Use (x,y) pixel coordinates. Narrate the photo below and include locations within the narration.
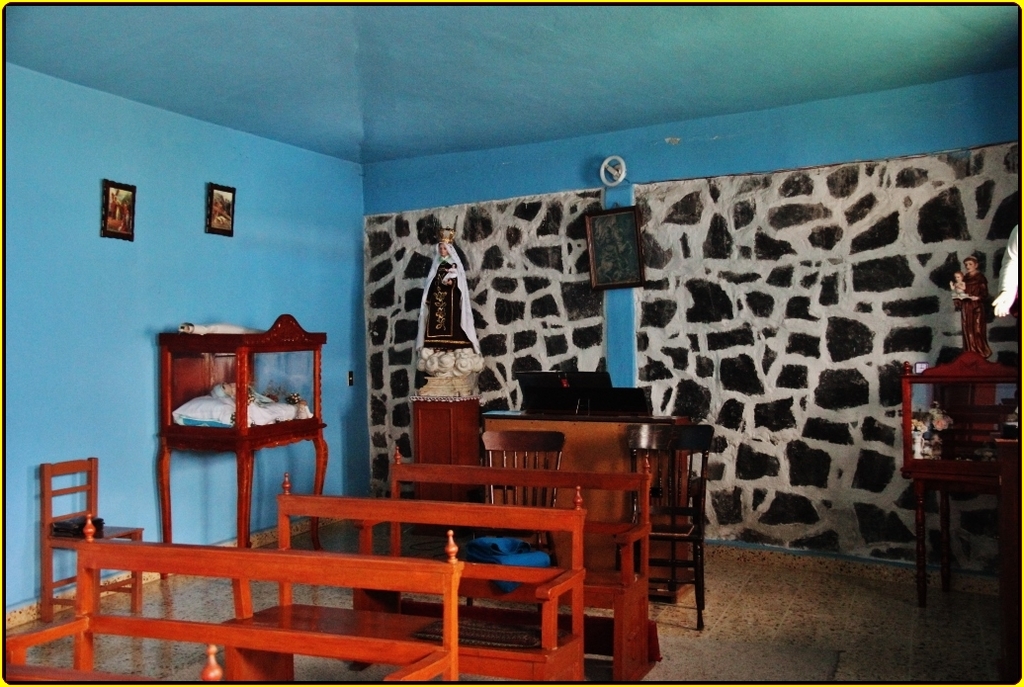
This is the picture of a room (728,314). In the foreground (595,623) there are benches (469,581). At the back (628,437) there are chairs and there are statues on the tables (943,519) and there is an object (310,417) on the table (251,507). There are frames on the wall (860,260). At the back (855,344) there might be painting (865,312) on the wall (867,308). At the bottom (709,669) there is a floor (686,604).
